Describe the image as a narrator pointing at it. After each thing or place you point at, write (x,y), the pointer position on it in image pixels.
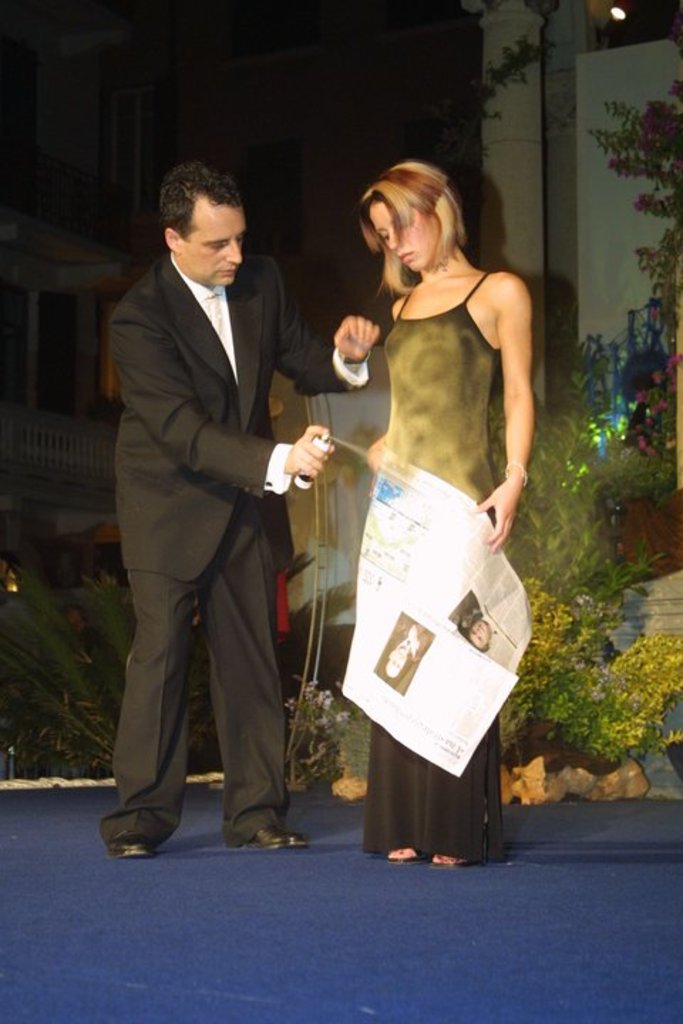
In the image we can see a man (193,433) and a woman (440,398) standing, they are wearing clothes (219,426). The woman (395,428) is holding a paper (430,611) in her hand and the man (256,527) is holding a spray (308,487) in his hand (309,450). These are the plants (545,702) and a building (564,166), we can even see the window (59,350) of the building (42,325) and a fence (44,416).
